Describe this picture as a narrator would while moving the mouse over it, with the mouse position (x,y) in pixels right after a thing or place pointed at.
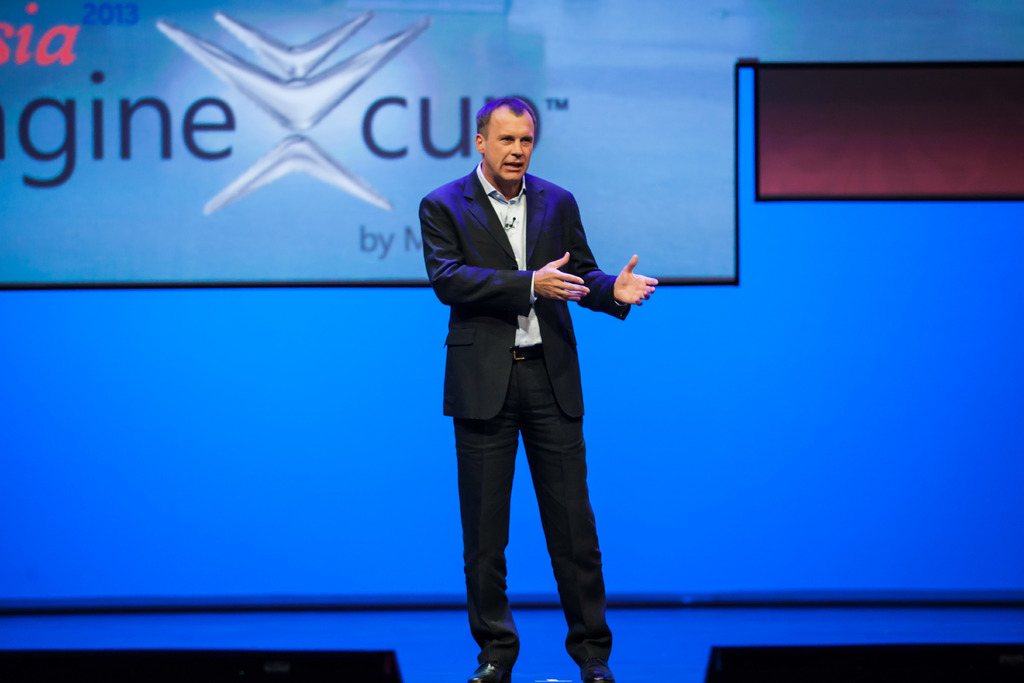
In the center of the image (528,351) there is a person (530,237). Behind him there is a screen (289,112).
